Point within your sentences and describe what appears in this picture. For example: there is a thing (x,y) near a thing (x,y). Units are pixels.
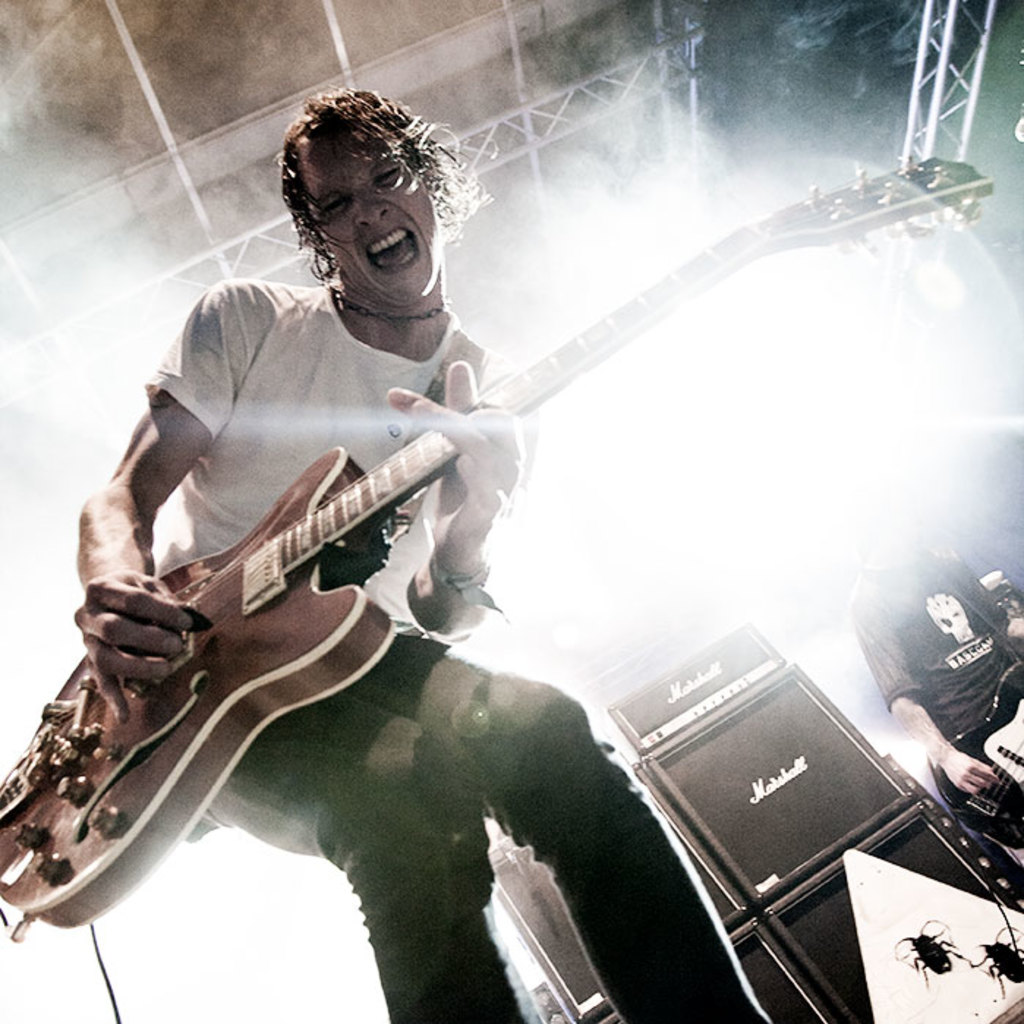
This is an image from a concert. A man (404,596) on the left side of the image (339,777) is playing guitar (363,511), he is wearing a white t-shirt (308,379). In the center of the image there are speakers (817,822). On right (932,670) one more man (946,635) is playing guitar (977,750) in black dress (894,663). There is focus light (829,440) from the background (807,435).
